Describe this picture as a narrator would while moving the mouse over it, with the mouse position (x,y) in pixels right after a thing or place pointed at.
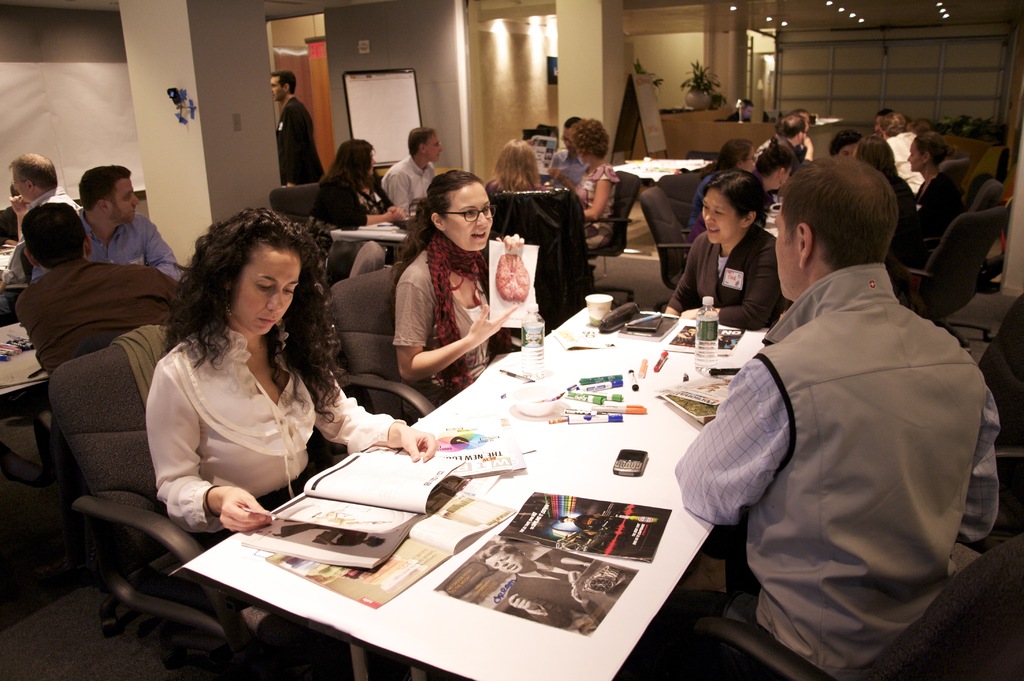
In this image I can see people (901,421) sitting on the chairs (378,345). There is a table (668,364) in the front (619,447). There are books (385,544), posters (615,530), bottles (702,368), pens (724,369), glass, mobile phone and other objects (614,324) on the table (623,341). A person (296,175) is standing at the back (313,125). There are pillars (205,12), plant pot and doorway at the back (326,113).
